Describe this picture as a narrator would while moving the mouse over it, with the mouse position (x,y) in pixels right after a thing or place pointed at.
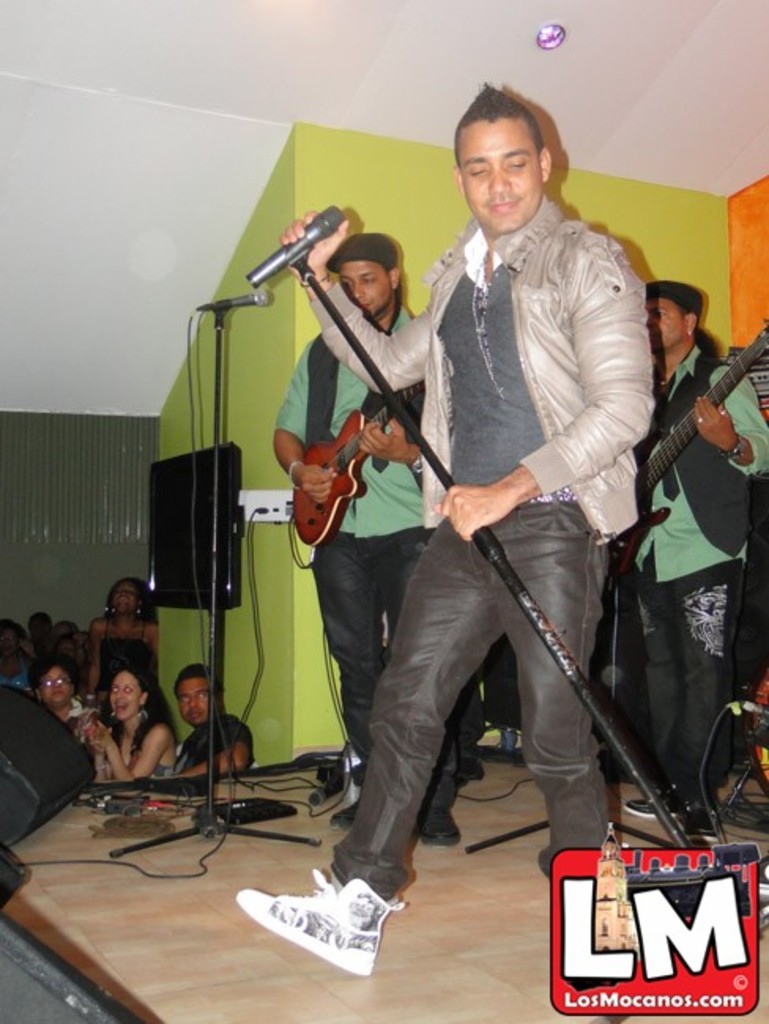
In this image we can see this person (532,742) is standing on the stage (497,785) and holding a mic (306,251) in his hand (317,253). This people (740,430) are playing guitar (731,378). In the background (140,690) we can see people (144,667), monitor (178,475) and wall (201,398).
